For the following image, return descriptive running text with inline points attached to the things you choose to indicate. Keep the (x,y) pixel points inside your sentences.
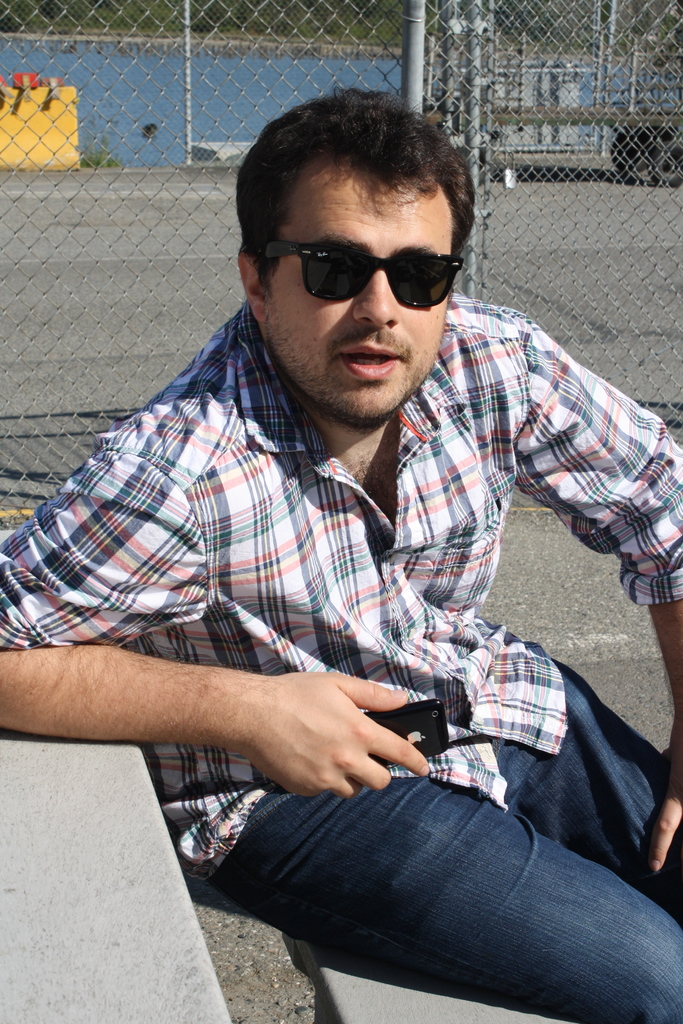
In the middle of this image (386,619), there is a person (299,378) in a shirt (273,456), sitting on a bench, holding a mobile (430,750), keeping his elbow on a table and speaking. In the background (623,135), there is a trolley (627,115) on the road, there is water (146,105) and there are trees (336,0).
